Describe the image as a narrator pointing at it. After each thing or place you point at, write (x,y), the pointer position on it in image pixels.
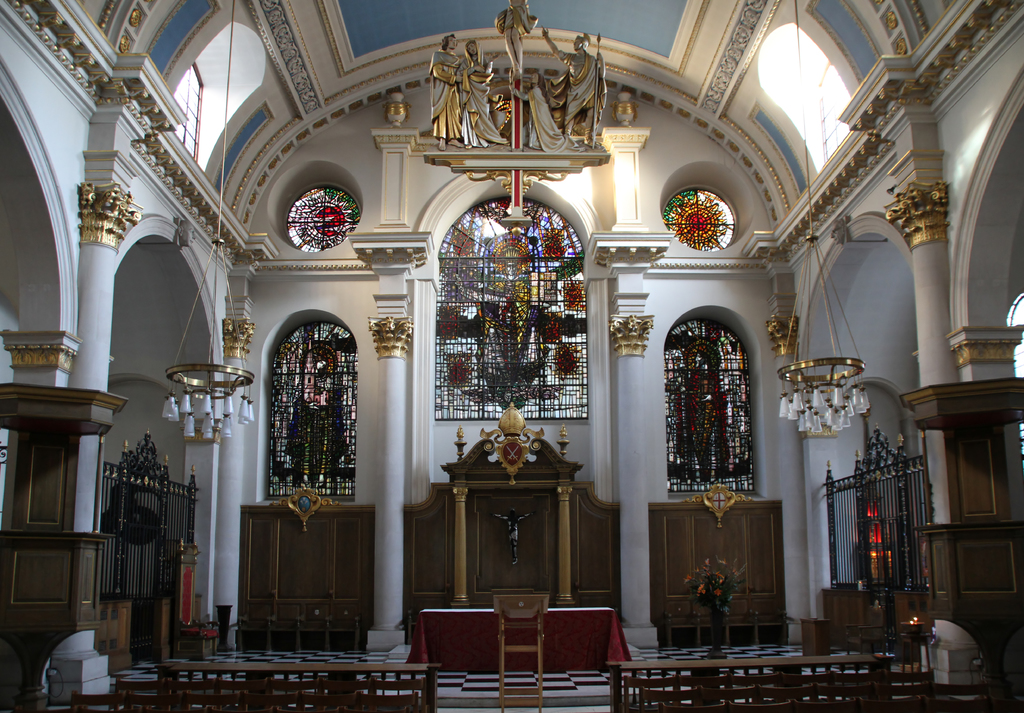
This is an inside view of a church (178,329). We can see a cross sign (465,155). On this cross sign (497,146), we can see some idols (531,134). There is a table (595,636), chair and a few benches (133,688) on the right (872,696) and left side of the image (243,699). We can see some pillars (636,382) and chandeliers (182,378) on the right (814,607) and left side (82,354). There is an idol of Jesus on a wooden object (516,583). There are few candles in a glass (916,631) on the right side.
